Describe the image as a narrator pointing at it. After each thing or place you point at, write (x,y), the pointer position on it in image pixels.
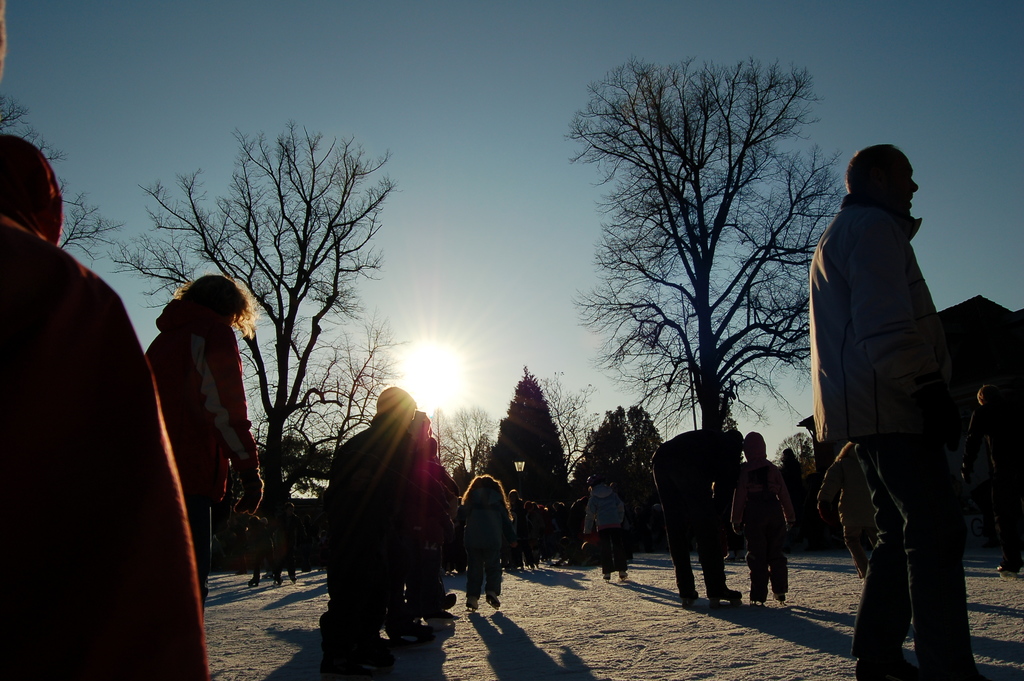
Here in this picture we can see number of people (427,485) standing and walking on the ground (253,667), which is fully covered with snow (456,580) over there and we can see trees (277,279) present all over there and we can also see sun (450,364) in the sky (764,421).
